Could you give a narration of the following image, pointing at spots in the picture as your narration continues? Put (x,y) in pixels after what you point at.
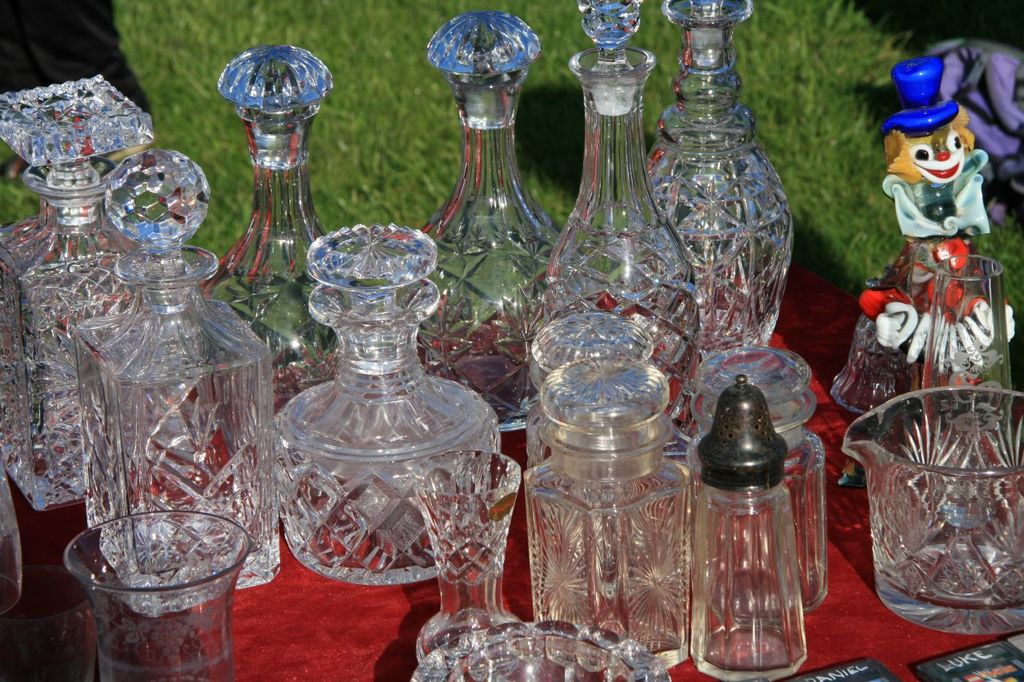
In this picture, we see many glass bottles (451,371) which are placed on the red carpet (343,627). We even see bottle (169,453) with glass lid (382,251) and a glass (169,616) and flask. Beside that, we see a doll (889,142) with blue cap (922,125) and on background (826,100), we see green grass (785,72).
